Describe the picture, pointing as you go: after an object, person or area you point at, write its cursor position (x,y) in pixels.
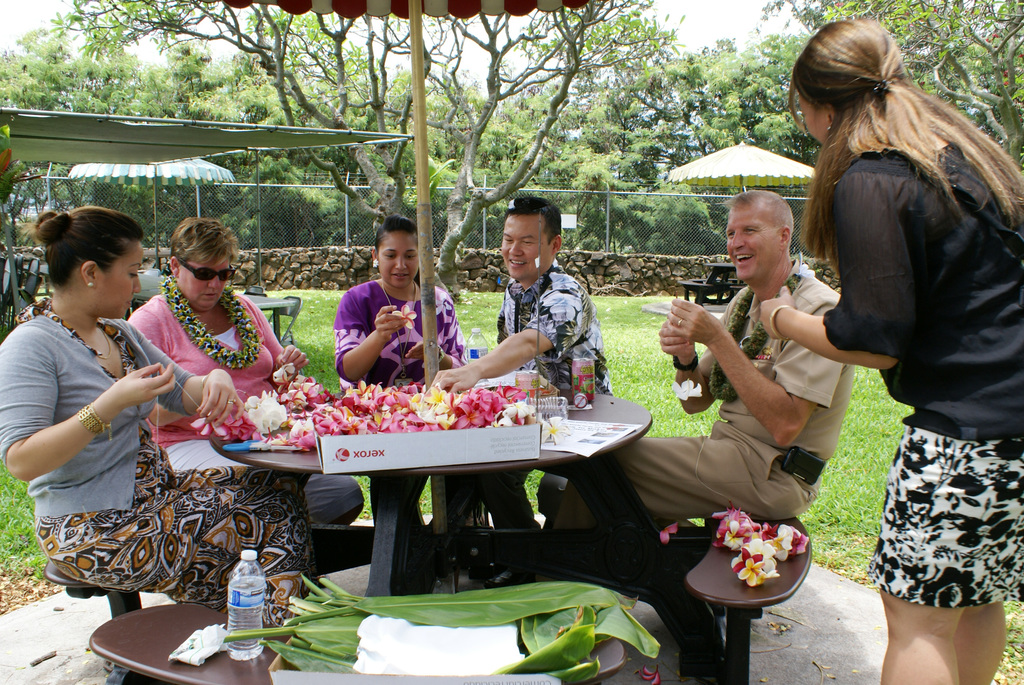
In this image I can see group of people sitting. In front (925,386) the person (949,299) is wearing black and white dress (940,439) and I can see few flowers (470,413) in pink, white and yellow color and I can also see few bottles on the table (326,556). Background (652,150) I can see few umbrellas (767,173) in yellow and green color and I can see trees (499,97) in green color and the sky (710,28) is in white color.
